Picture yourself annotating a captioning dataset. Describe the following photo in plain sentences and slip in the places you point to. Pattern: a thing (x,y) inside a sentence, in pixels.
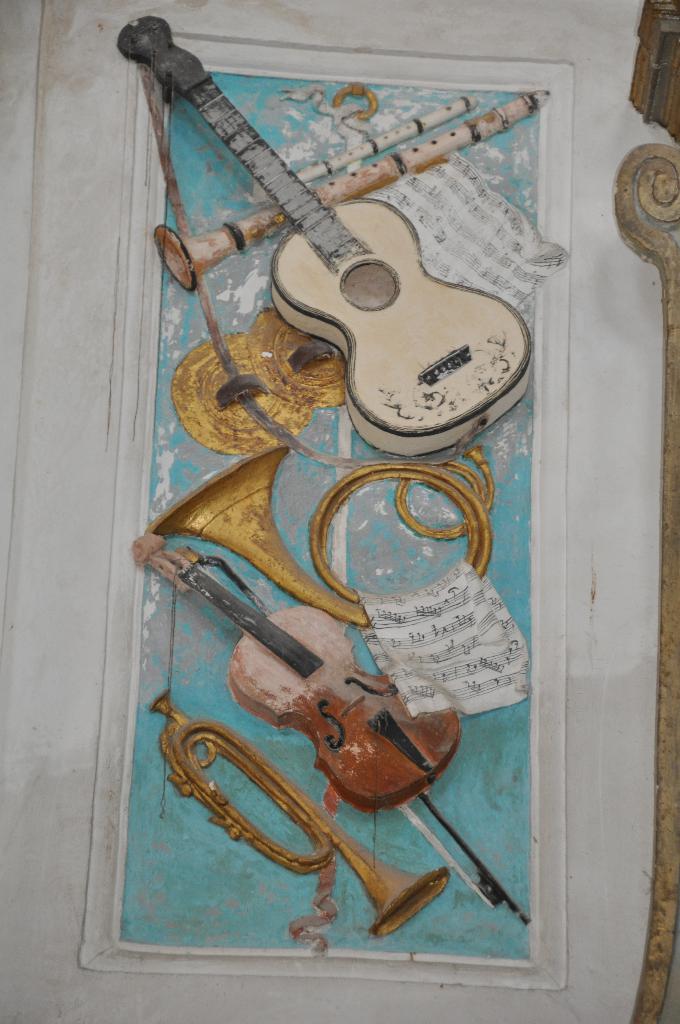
In this picture, we can see the wall (625,319) with some design (165,447), and some musical instruments (372,348), and we can see some object (678,325) on the right side of the picture (665,993).
